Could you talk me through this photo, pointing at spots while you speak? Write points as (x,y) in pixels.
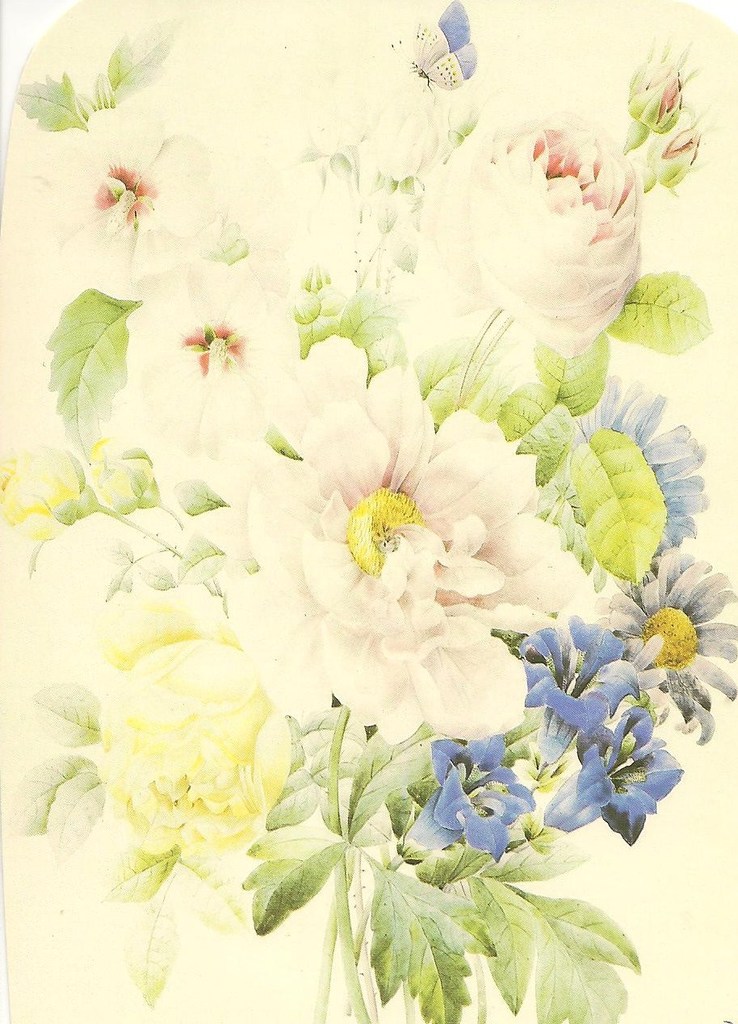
In this image we can see paintings (245,221) of a flowers (244,696).
